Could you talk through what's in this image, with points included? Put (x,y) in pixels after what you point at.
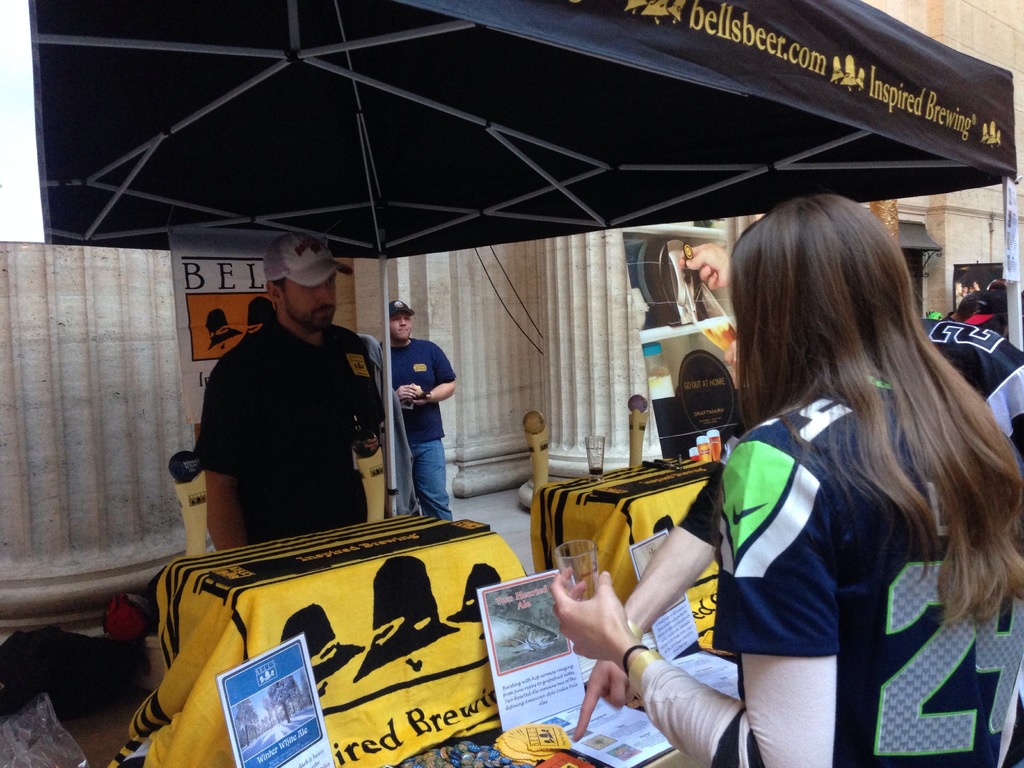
In this image there is one women (808,665) standing at bottom right side of this image (760,620) and holding a glass (565,554). and there is one person (374,430) standing at left side of this image (341,439) is wearing black color t shirt (300,395) and white color cap (300,255), there is one other person (415,347) standing at right side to him is wearing a cap (404,306) and there is a wall (55,527) in the background (80,461). there is a shelter (429,166) at top of this image (397,131) is black color, there are some clothes (366,542) on the table (441,668) which are in yellow color. and there are some menu cards (565,704) at bottom of this image (548,717). There are some persons (981,377) at right side of this image (983,347).
